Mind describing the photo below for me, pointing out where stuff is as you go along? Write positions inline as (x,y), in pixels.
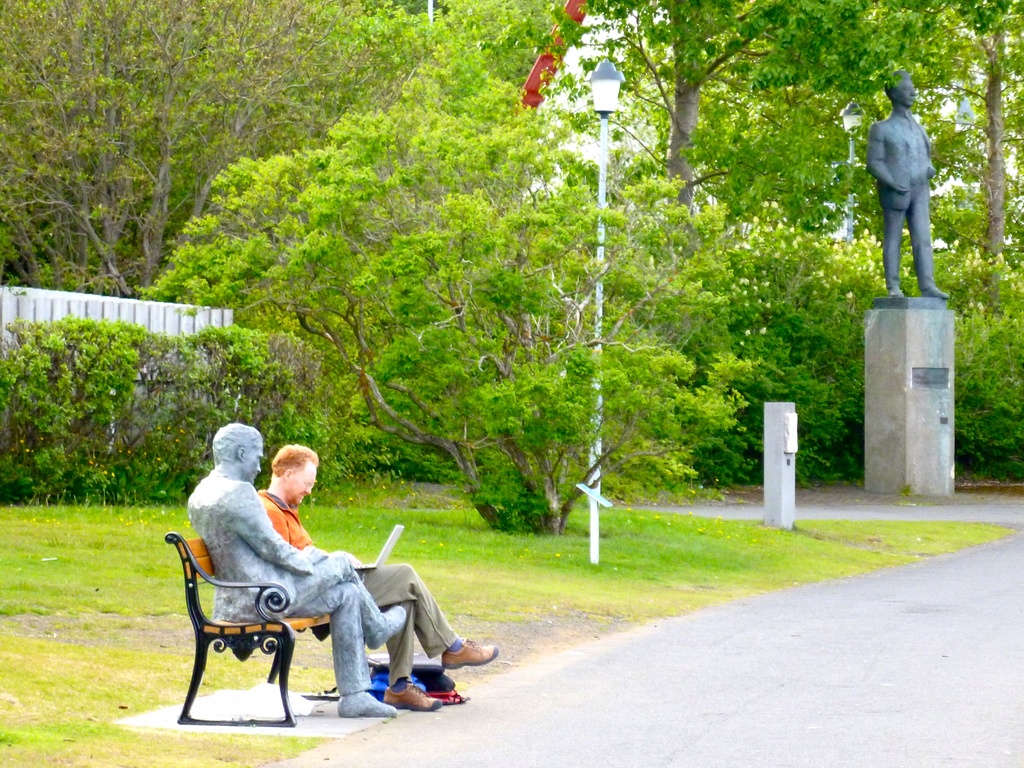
In this image, we can see some trees (469,207) and street poles (852,120). There is a person (282,494) and statue (235,518) on bench (293,627) which is in the bottom left of the image (225,533). There is an another statue (947,454) on the right side of the image (950,328).
